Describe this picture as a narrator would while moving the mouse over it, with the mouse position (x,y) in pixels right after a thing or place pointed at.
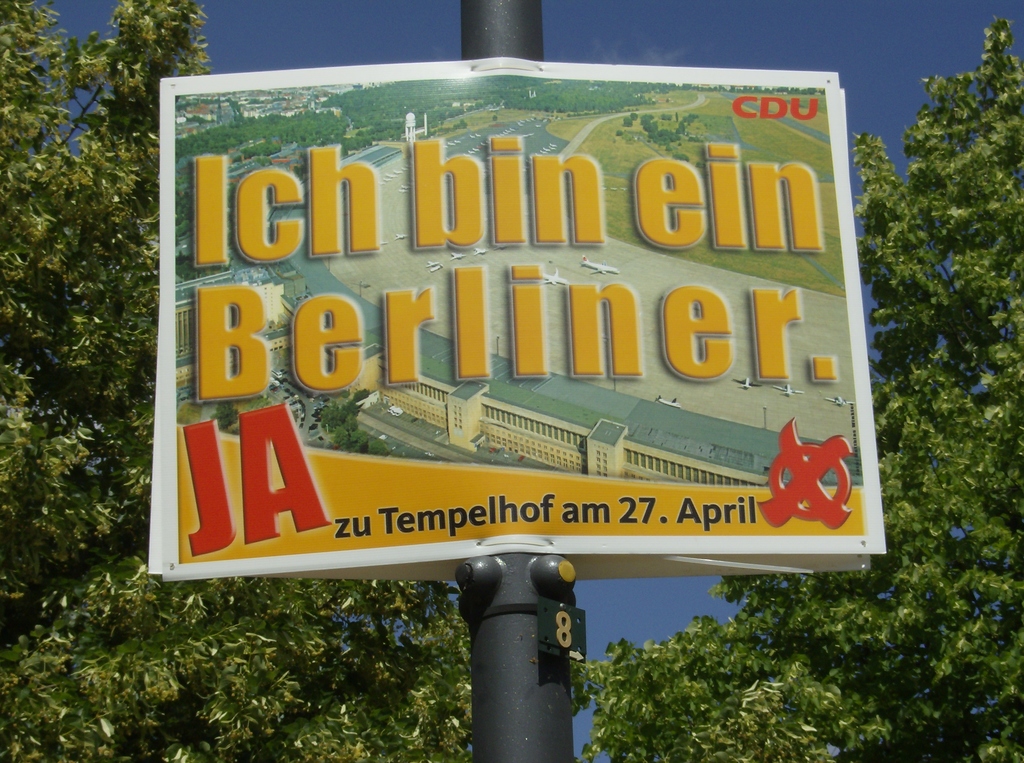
This image consists of a pole (527,725) on which there are poster (489,241). In the background (5,409), there are trees (139,658). At the top (793,8), there is a sky (798,29).
